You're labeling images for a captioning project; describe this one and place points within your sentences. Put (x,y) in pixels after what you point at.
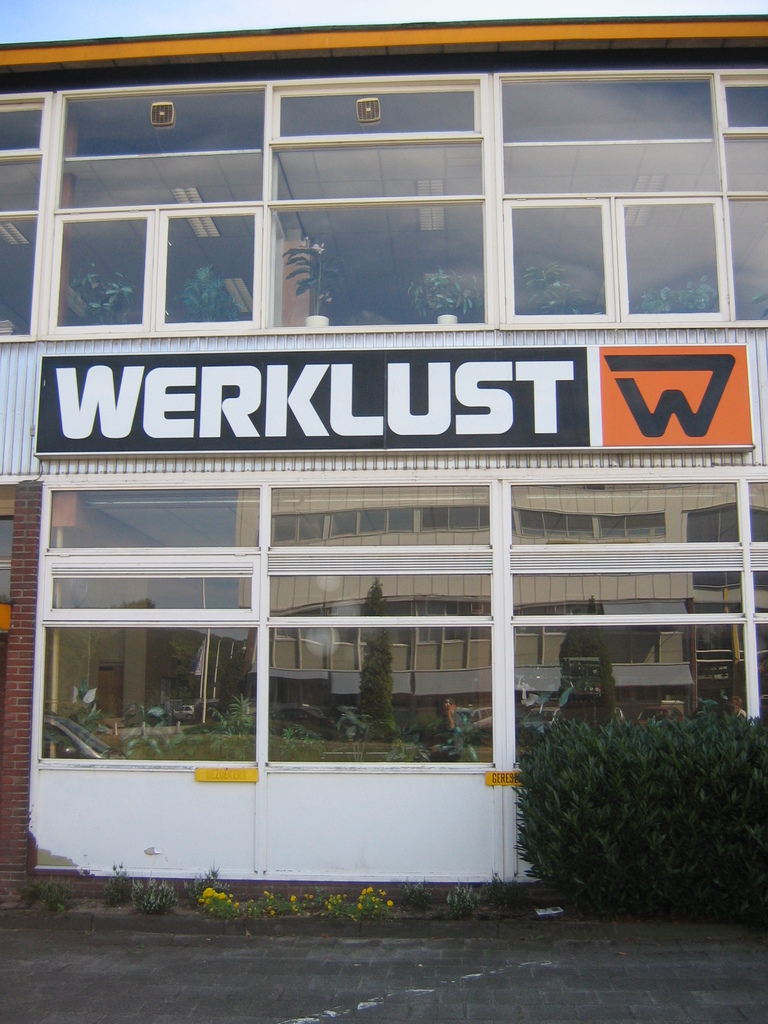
In this image we can see buildings (415,613) with windows (185,672), sign board (727,420) with some text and some plants (535,809). In the foreground of the image (452,903) we can see some flowers (288,907) on the plants (328,900). At the top of the image (195,14) we can see the sky (60,17).
